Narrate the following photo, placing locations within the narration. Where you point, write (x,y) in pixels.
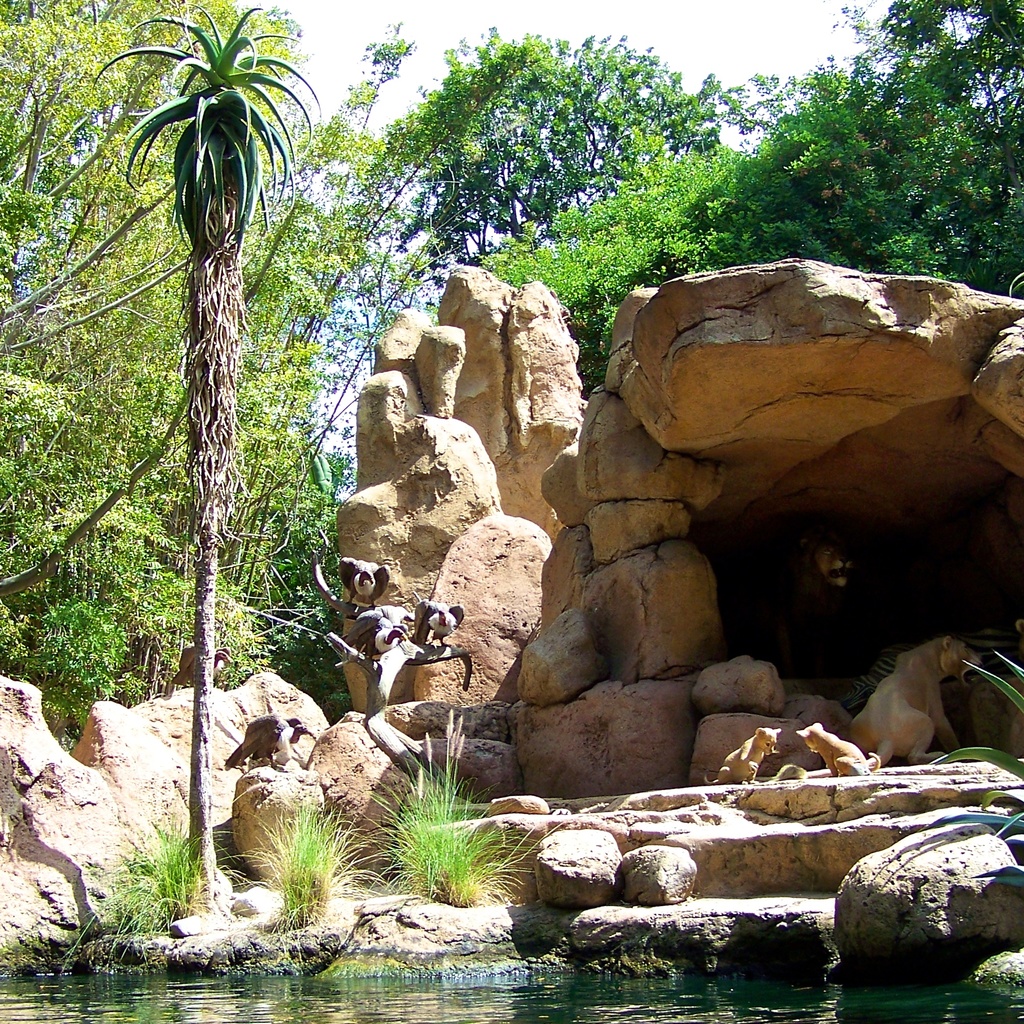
There are animals (238,746), stones (644,852) and water (747,1010) in the foreground area of the image (449,642), there are trees (298,539), den (800,349), stones (969,404) and the sky (383,115) in the background (383,115).
